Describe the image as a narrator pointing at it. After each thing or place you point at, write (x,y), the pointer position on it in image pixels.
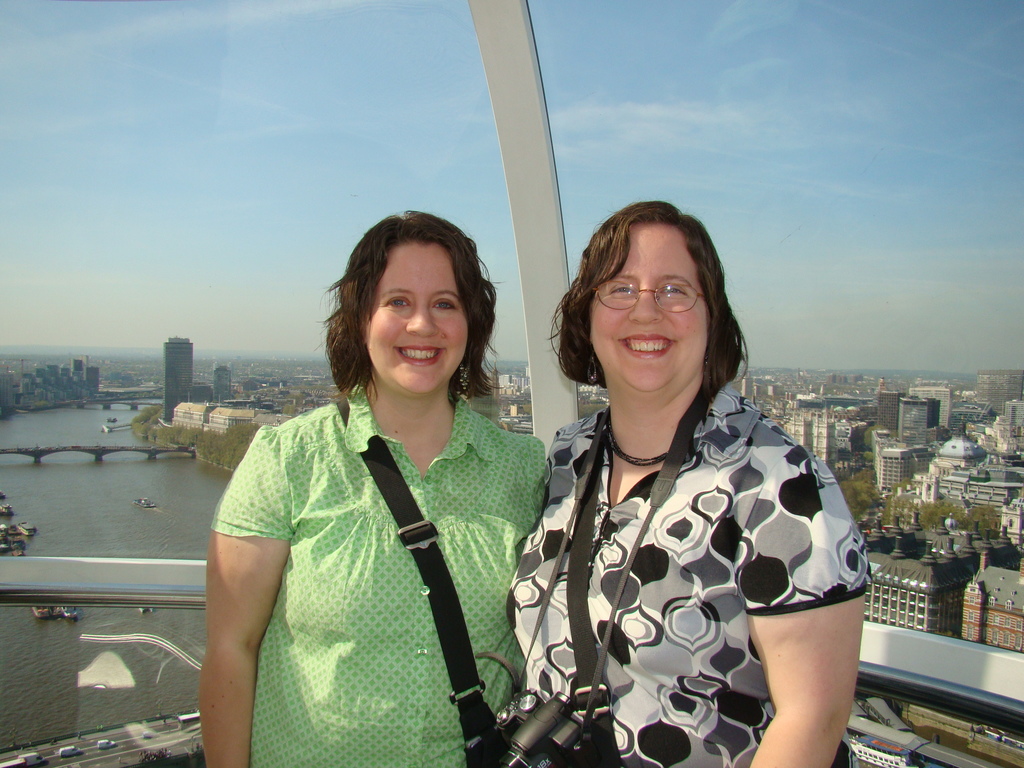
In this image I can see two women (790,560) are standing and smiling. In the background (173,503) I can see few trees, few buildings (276,421), the water (142,512), few boats (152,504), a bridge (80,451), few vehicles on the road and the sky (929,355).
